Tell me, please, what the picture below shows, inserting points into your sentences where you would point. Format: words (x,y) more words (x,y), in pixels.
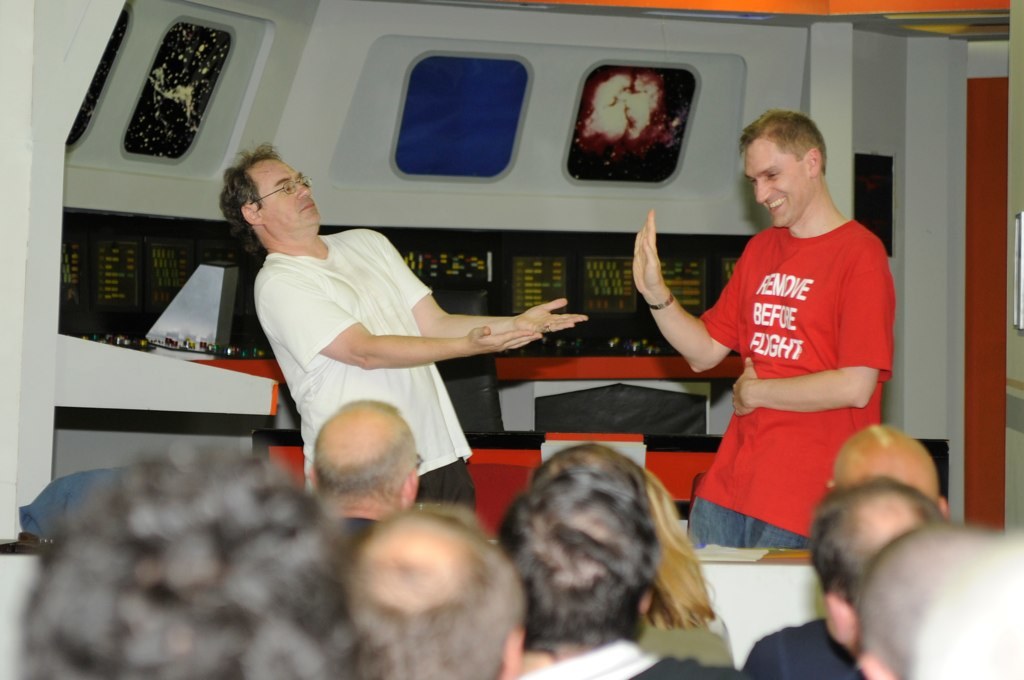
In this image, we can see people (496,322) and some are wearing glasses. In the background (563,410), there are some objects (559,391) and we can see some text (688,283) on the boards (548,274) and there are some stands (737,577).
